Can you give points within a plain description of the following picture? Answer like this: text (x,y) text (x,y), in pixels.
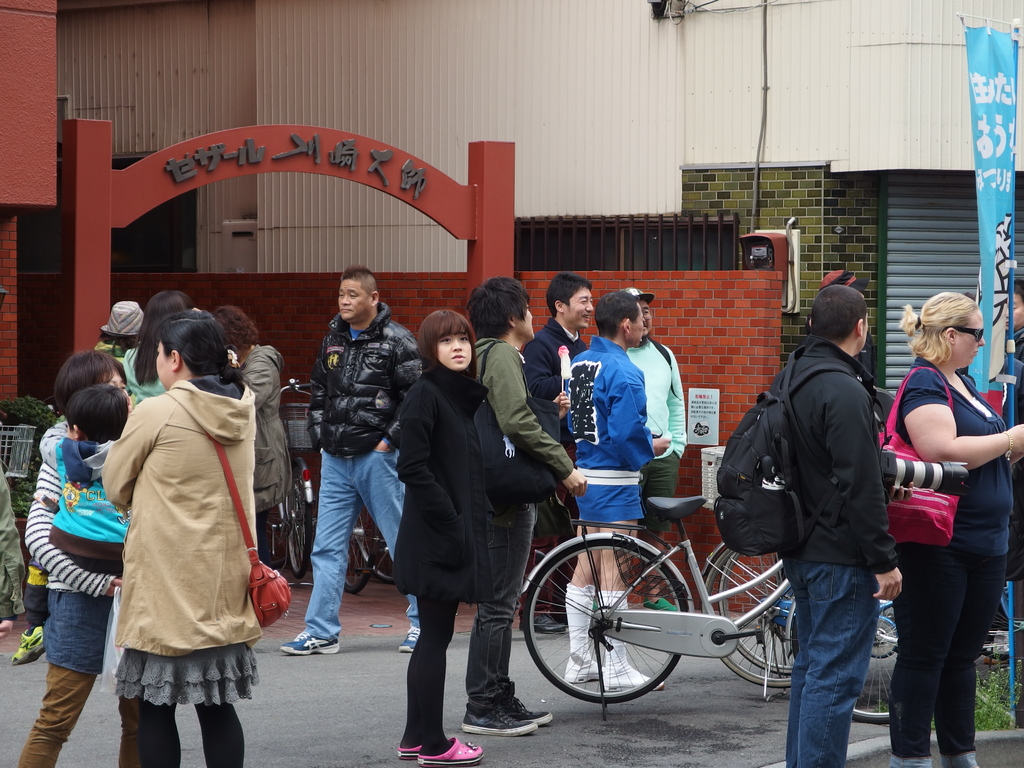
In this image I can see number of persons (500,358) are standing on the ground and I can see few bicycles (587,611) on the ground (671,720). In the background (726,326) I can see the red colored wall (695,338), a blue colored banner (1007,153), a maroon colored arch (489,223) and few other objects (392,49).
